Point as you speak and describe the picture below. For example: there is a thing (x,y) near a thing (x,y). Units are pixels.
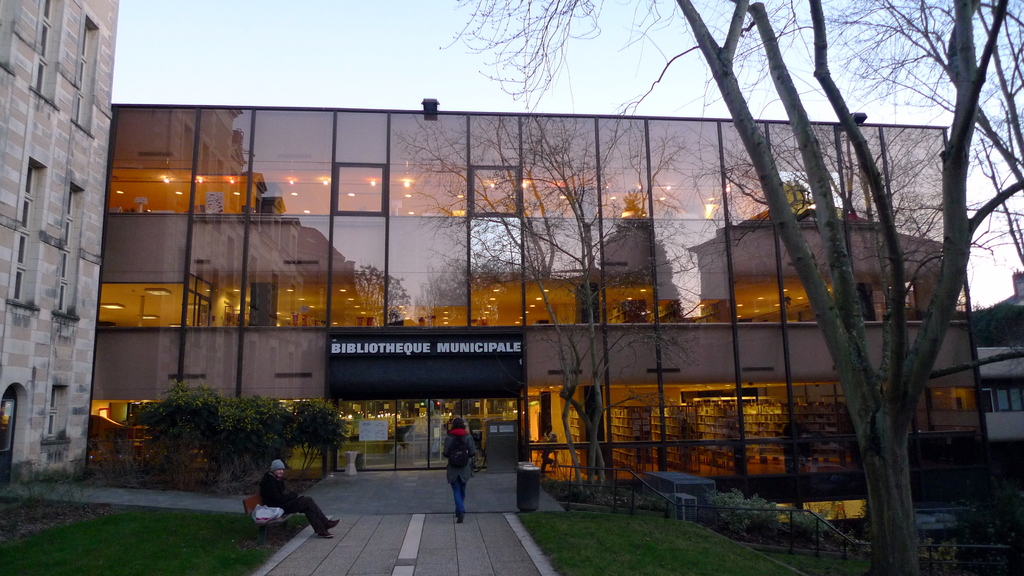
In this image I can see the ground (697,531), few trees (889,455), a person (326,522) sitting on a bench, a person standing and few buildings (131,261). I can see the ceilings (359,196) of the building (348,193) and few lights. In the background (445,2) I can see the sky (249,19).
